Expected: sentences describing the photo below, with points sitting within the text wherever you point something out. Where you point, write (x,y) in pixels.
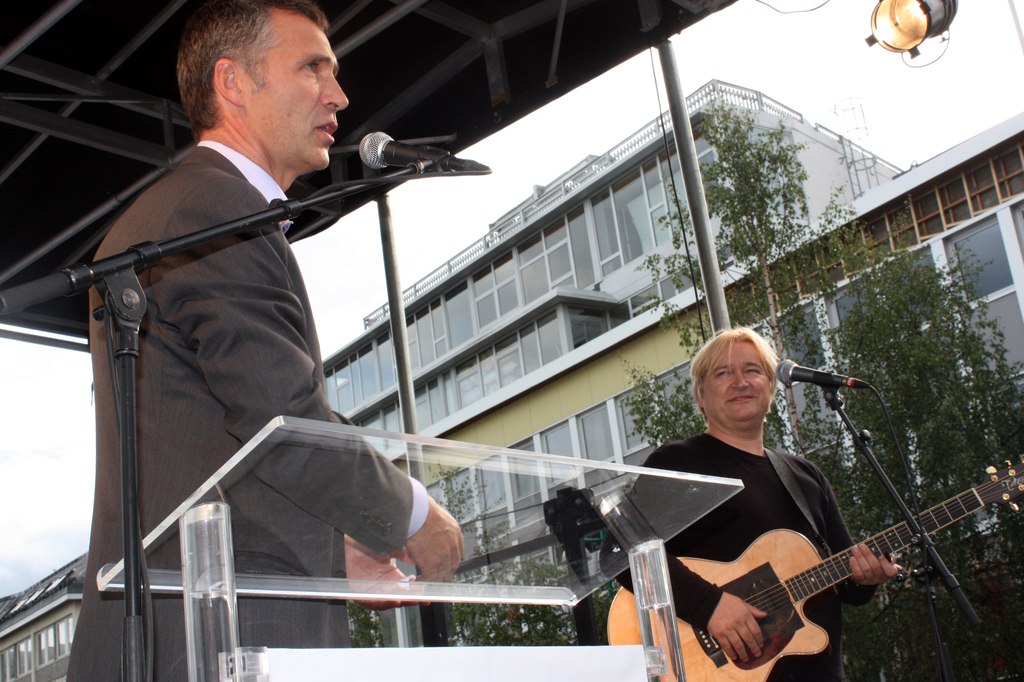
It is a music show a man (269,475) is standing and speaking something through the mike (388,154) beside him there is another person (771,496) wearing black shirt (749,534), he is playing a guitar (769,603) he is also smiling there is a roof (536,45) made up of iron rods (382,18) to the right side (739,261) in the background (579,283) there is a big building (587,318) and also some trees (968,389) and a sky (850,77), to this roof (598,54) there is a light (888,28) also.
